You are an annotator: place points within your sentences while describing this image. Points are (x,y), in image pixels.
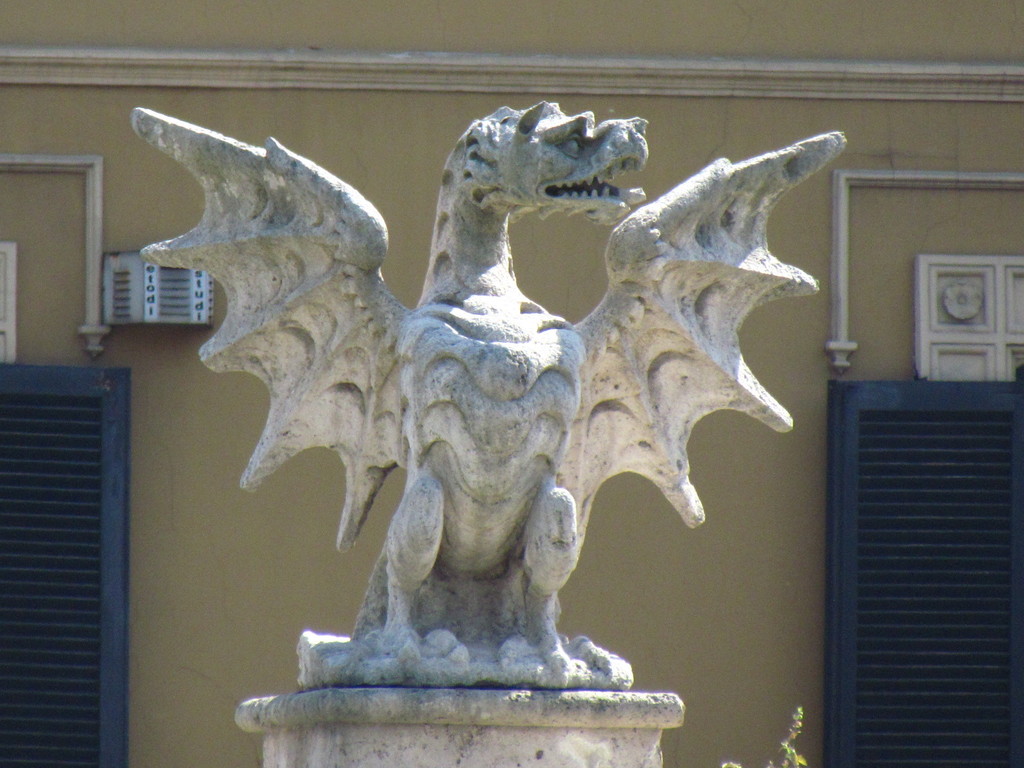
In this image, we can see a statue (290,385) carved on the stone (397,429), in the background (742,530), we can see the wall (331,560) and windows (54,607).
